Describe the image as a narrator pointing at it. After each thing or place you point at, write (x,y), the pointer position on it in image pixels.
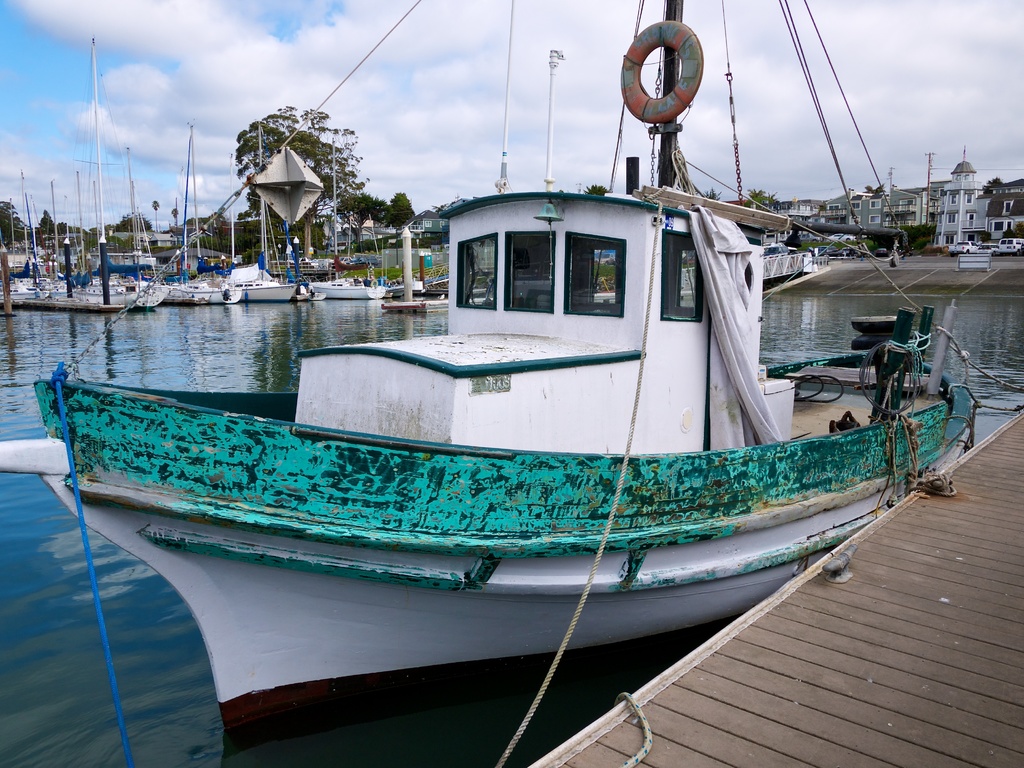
In this picture we can see boats (850,452) on water (166,355), vehicles (953,248) on the road (899,268), buildings (912,189) with windows (952,218), trees (17,230) and in the background (570,112) we can see the sky (609,122) with clouds (586,112).
